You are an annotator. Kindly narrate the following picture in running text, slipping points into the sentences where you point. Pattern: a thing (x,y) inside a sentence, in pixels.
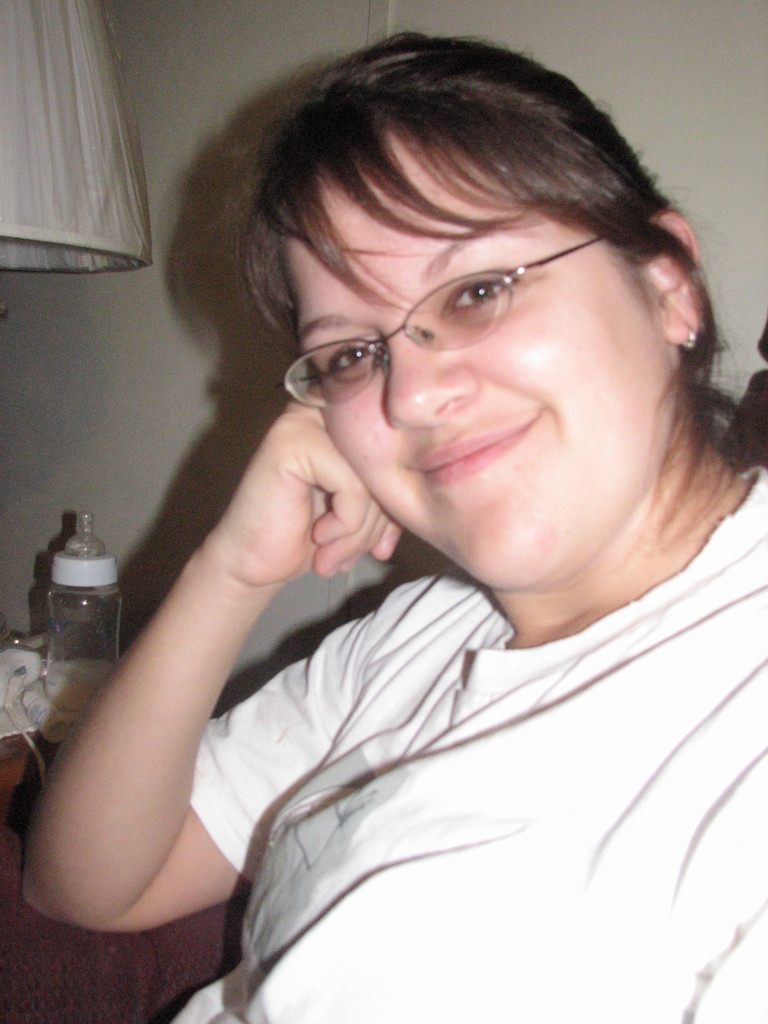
In this picture a lady (378,521) who is dressed in white and also wearing spectacles (347,354) posing towards the picture. In the background (76,660) we find glass bottle (102,587) on the top of the table (85,674). There is also a bed lamp (76,177) to the left side of the image (68,190).
